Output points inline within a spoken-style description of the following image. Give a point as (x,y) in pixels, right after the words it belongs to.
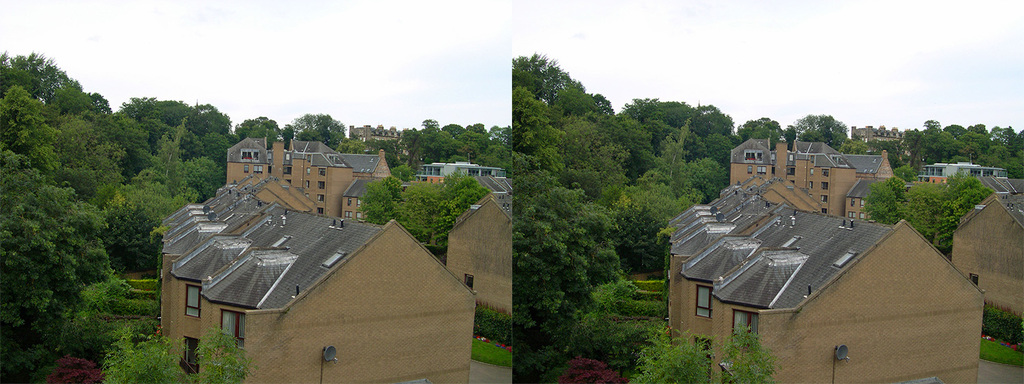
The image is about the collage of two pictures which are same in both. There is a buildings (227,258) which are side by side and there in front of the buildings (269,262) there are lot of trees (167,146) in an area (689,173) and the sky (547,28) is clear in both the images.
